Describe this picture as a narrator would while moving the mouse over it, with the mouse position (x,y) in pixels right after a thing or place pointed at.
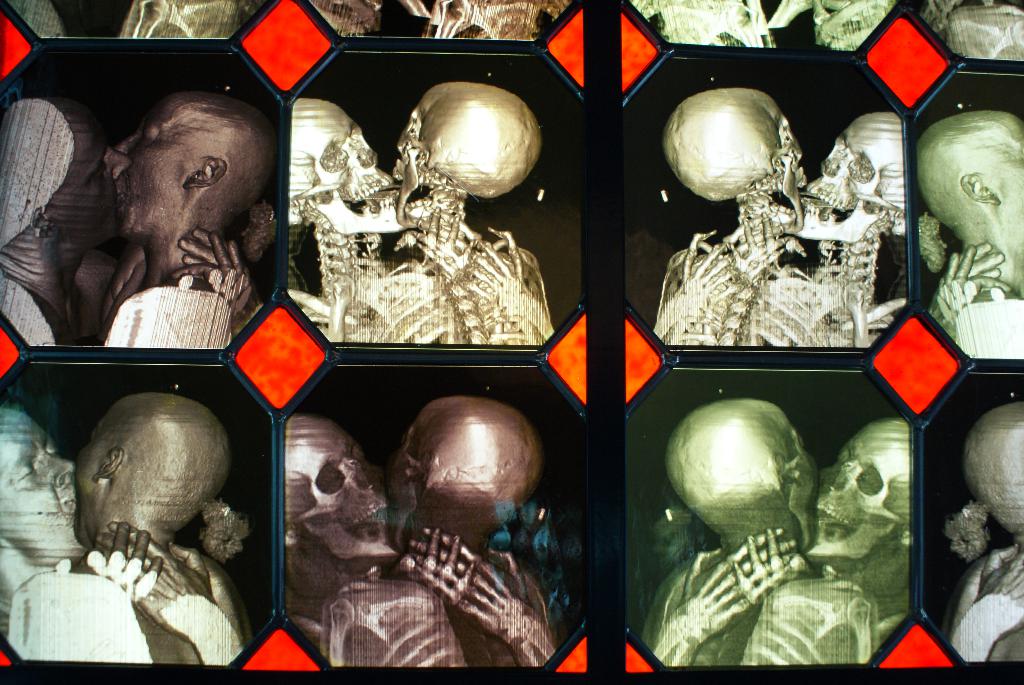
In this image we can see photo frames (504,430). In the frames (616,456) we can see the skeletons (433,245) hugging and kissing. On the left side (110,303), we can see the persons (100,567) hugging and kissing.
